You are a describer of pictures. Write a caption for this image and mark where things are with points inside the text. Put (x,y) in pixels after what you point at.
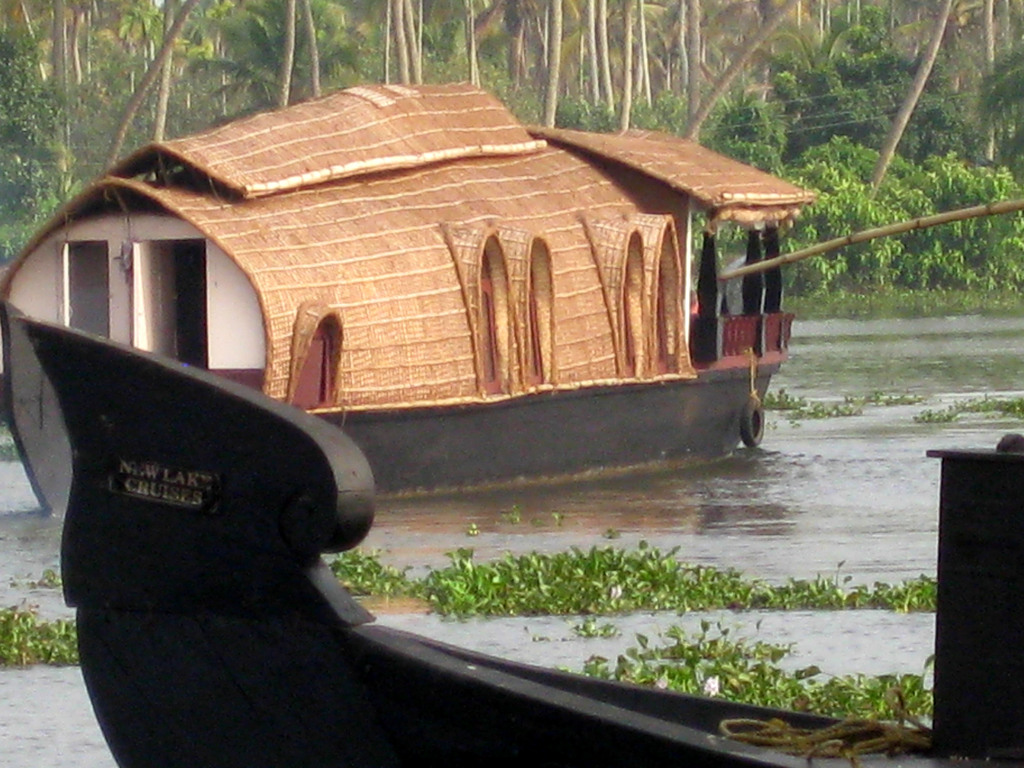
In this picture there is a boat (523,437) floating on the water (787,485). We can observe house (392,280) on this boat (600,335) which is in brown color. There are some plants (516,571) in the water (393,551). In the background (268,47) there are trees (581,60).
